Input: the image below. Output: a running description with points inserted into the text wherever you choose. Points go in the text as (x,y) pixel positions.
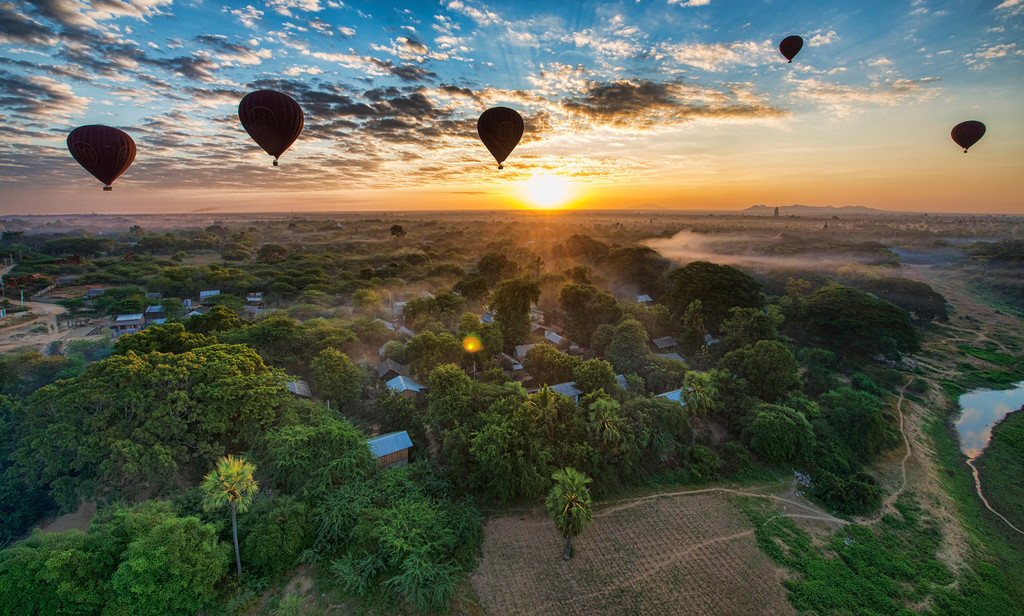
In this image there are trees (455,400) and there are houses (402,439) in the center (549,325). On the right side (1001,422) there is water (977,424). In the front (879,569) there is grass (842,575) on the ground (842,575) and there are hot air balloons (118,141) in the sky (354,131) and the sky (650,130) is cloudy and this is the scenery of the sunset.
